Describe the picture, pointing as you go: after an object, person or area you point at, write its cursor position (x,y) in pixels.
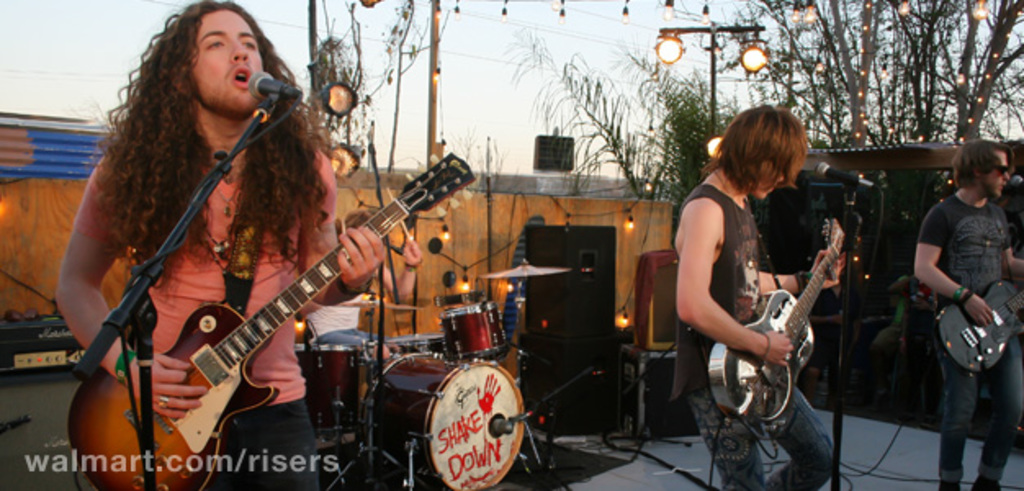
In this image I can see three person (732,277) standing and playing musical instrument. There is a mic (279,86) and a stand (268,101).
